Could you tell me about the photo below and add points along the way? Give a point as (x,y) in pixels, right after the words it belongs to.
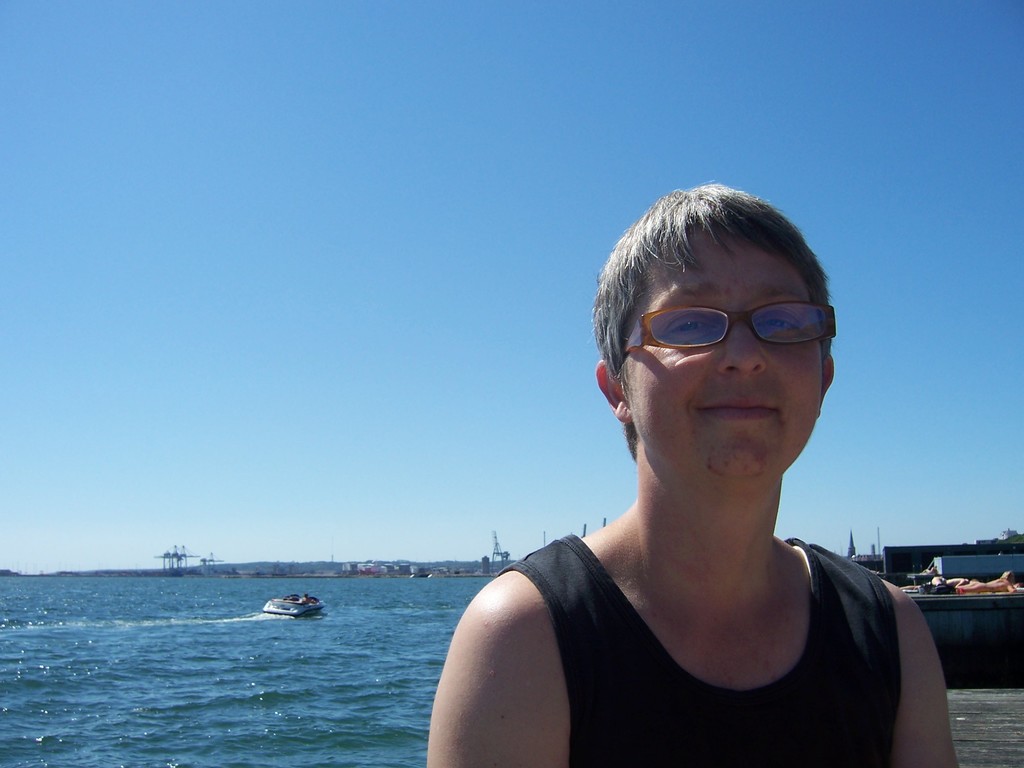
The woman (723,574) in the middle of the picture (655,353) wearing black t-shirt (637,671) and spectacles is smiling. Behind her, we see a boat (314,612) in the water (216,672) and this might be a sea (105,697). On the right corner of the picture (998,591), we see people (1013,589) lying on the dock (958,603). At the top of the picture (421,130), we see the sky (416,259), which is blue in color.
